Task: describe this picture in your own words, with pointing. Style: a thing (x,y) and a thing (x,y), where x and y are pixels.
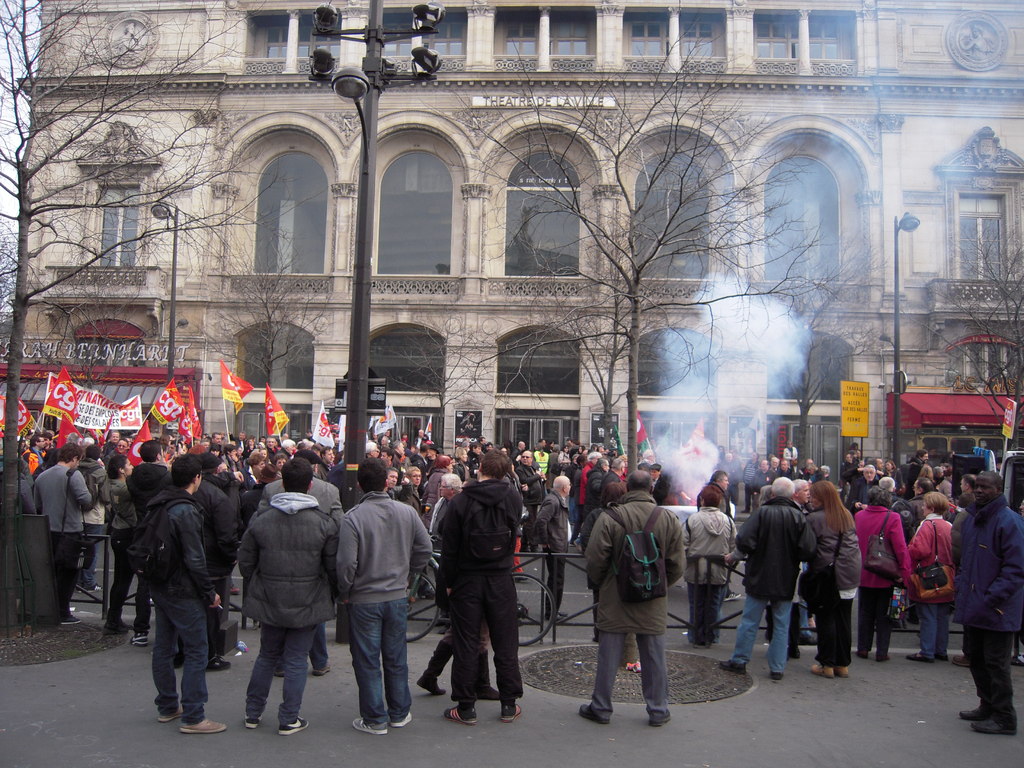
There are persons (973,494) in different color dresses (1021,552), standing on the road (87,667), there is a pole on the road (69,668). On the left side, there is a tree (10,444) on the ground (58,650). In the background (1009,315), there are trees (1009,349) and a building (698,235) which is having glass windows (986,259).
